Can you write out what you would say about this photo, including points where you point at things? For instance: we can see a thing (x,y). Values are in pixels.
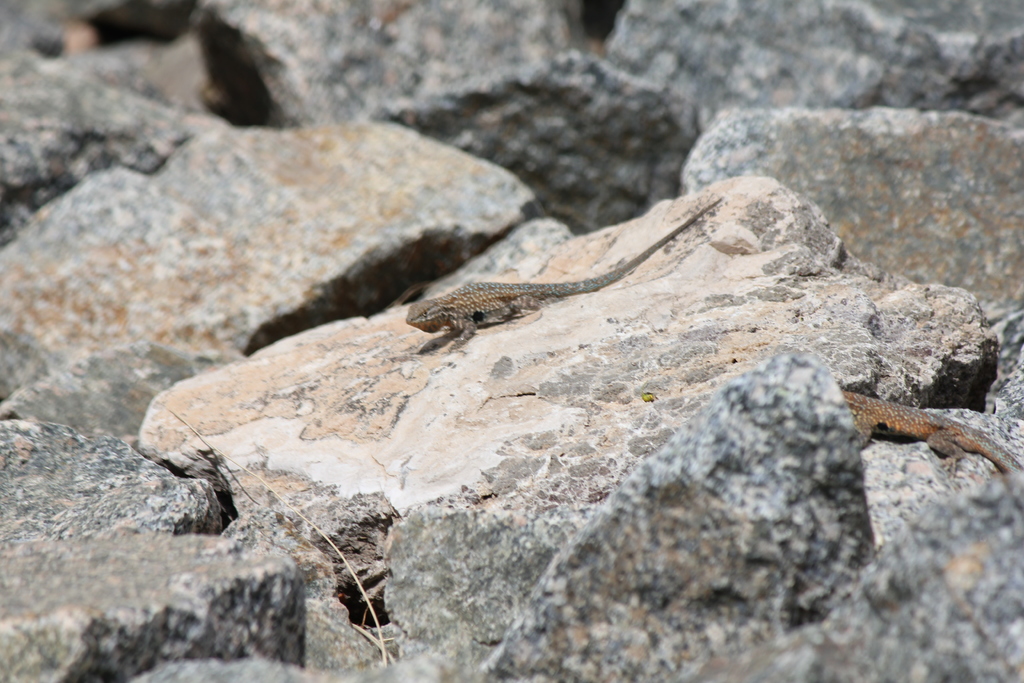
As we can see in the image there are rocks (493,341) and two lizards (905,433).
